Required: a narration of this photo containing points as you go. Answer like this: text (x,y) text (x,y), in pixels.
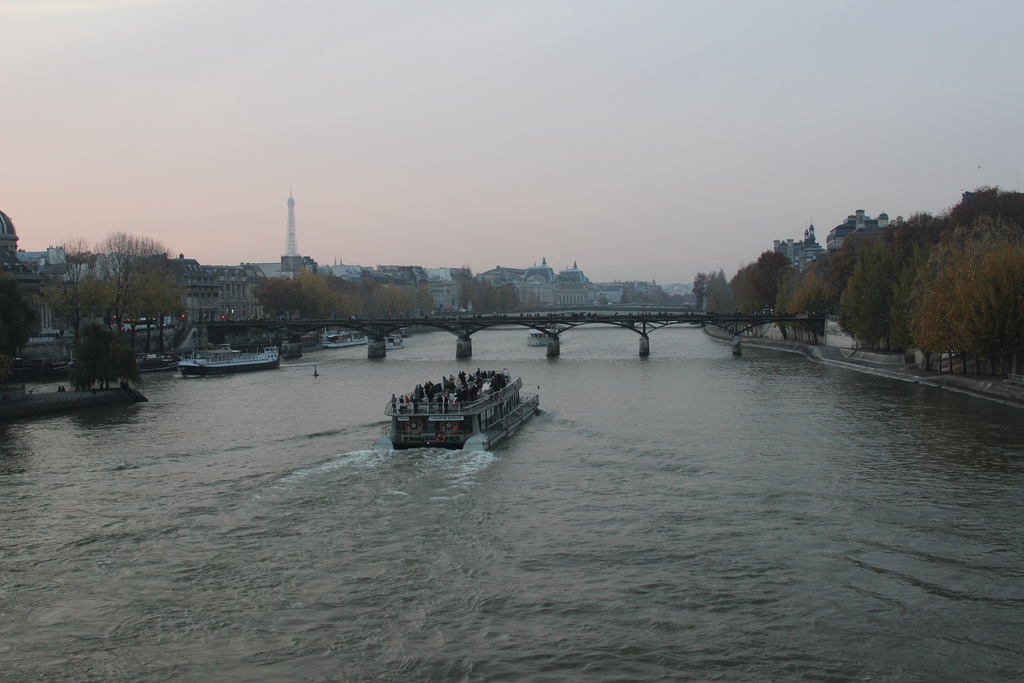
In the foreground of this image (501,424), there is a boat (505,427) on the water (587,486). In the background (826,282), there are trees (338,286), a bridge (374,323), another ship (322,347) on the water (515,467), few buildings (325,269), a tower (291,229) and the sky (425,58).
